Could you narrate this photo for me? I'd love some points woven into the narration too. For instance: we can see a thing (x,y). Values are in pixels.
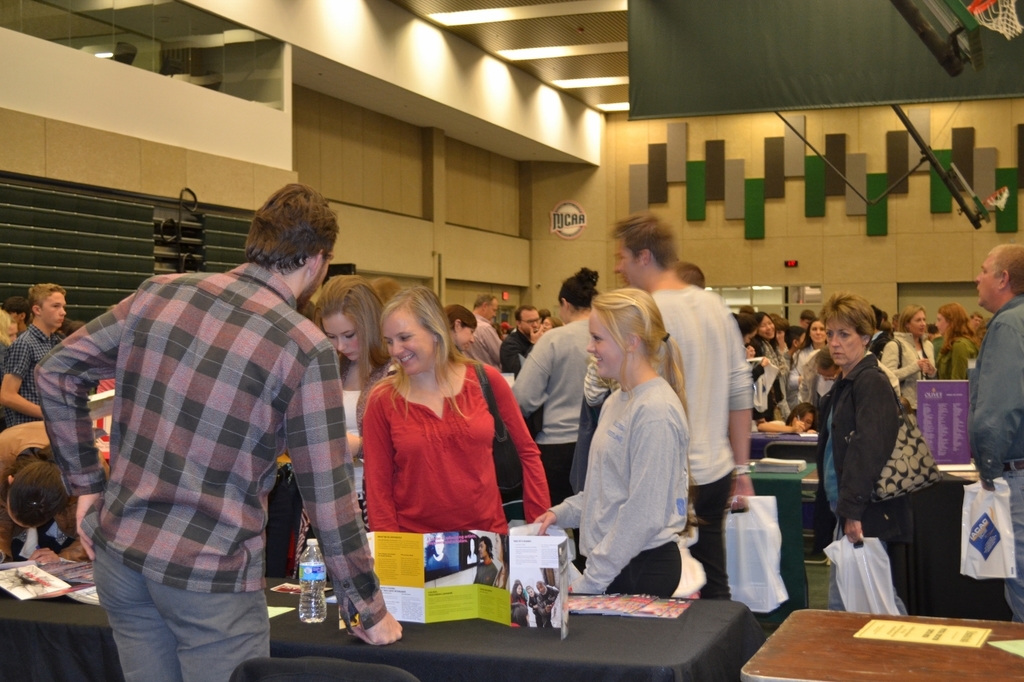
In this image there are group of people (231,641) standing near the table (599,635) and in table (628,641) there are paper (589,610), book (573,610), bottle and in back ground (464,15) there are lights (528,58), screen (947,78), basketball net (1010,1) and group of people (543,390) standing.
